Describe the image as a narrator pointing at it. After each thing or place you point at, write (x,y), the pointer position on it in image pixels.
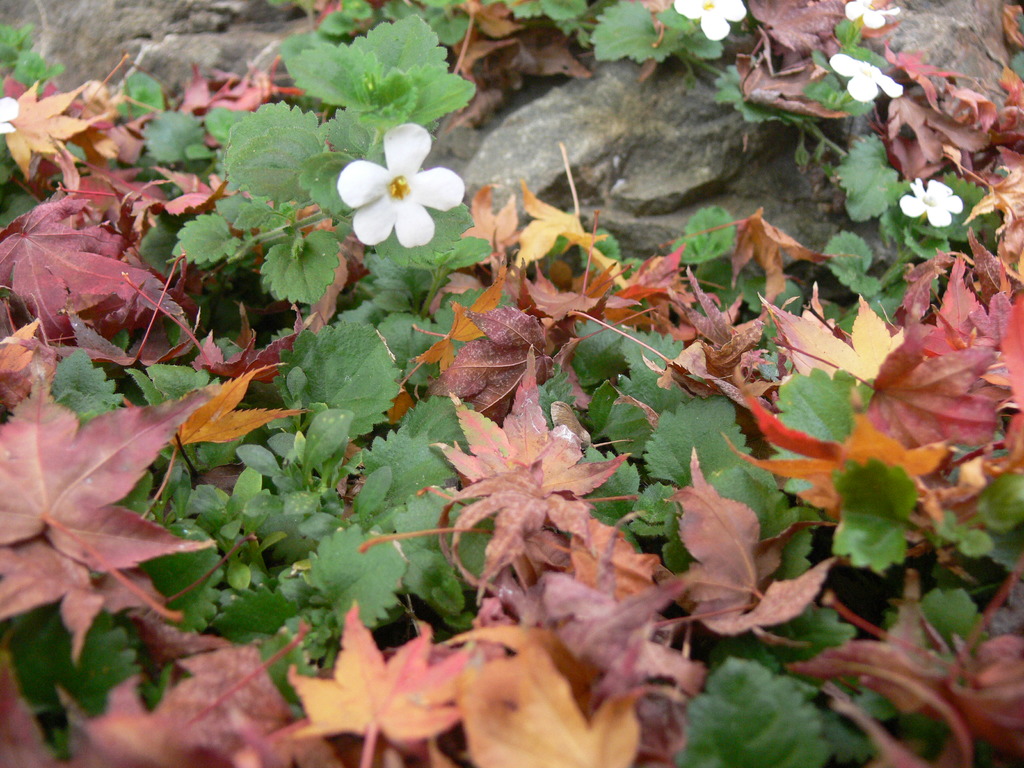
In this picture I can see there are few dry leaves (148,533), plants (884,189) with white color flowers (939,221) and there is a rock (659,233).
